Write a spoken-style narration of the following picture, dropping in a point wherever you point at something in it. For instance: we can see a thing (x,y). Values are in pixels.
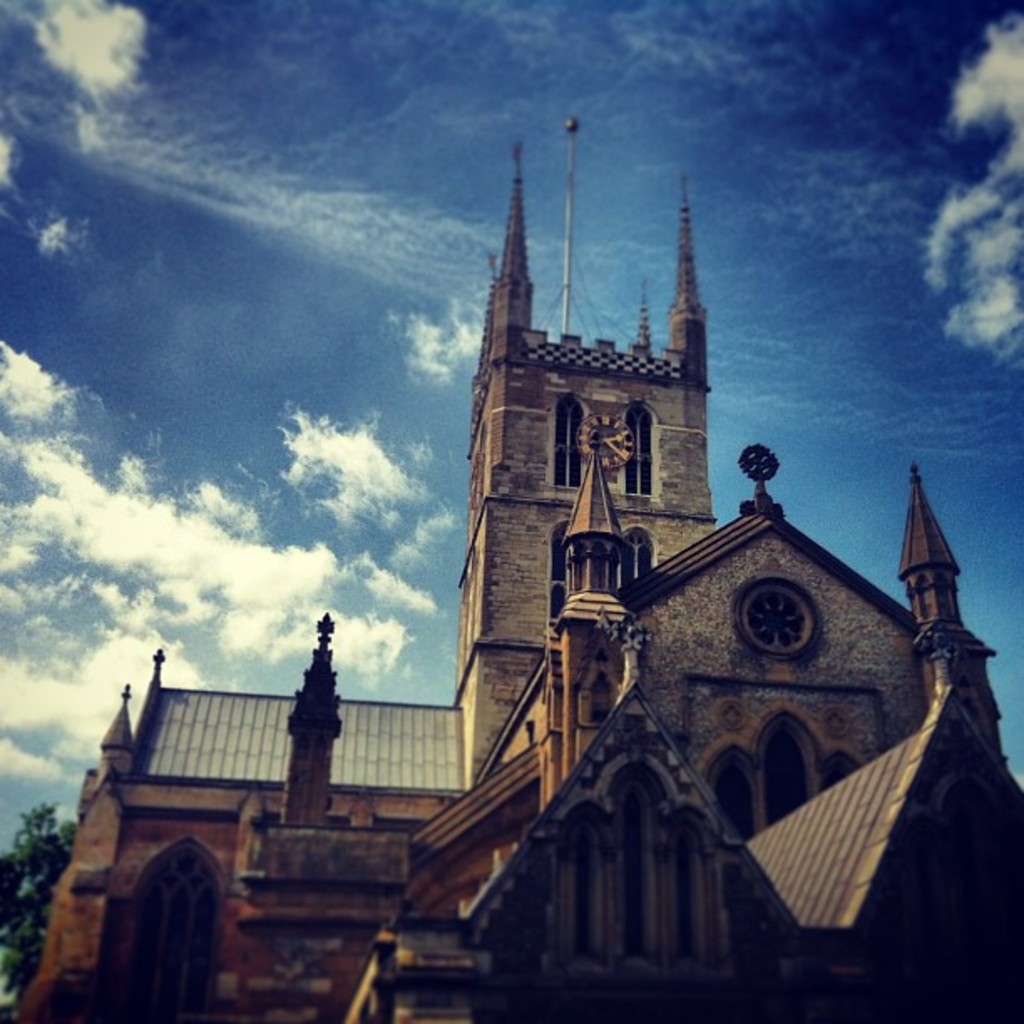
In this picture I can observe a building (503,863) which is in brown color. On the left side (41,853) there are some trees (23,905). In the background (70,488) I can observe some clouds (302,223) in the sky (561,177).
